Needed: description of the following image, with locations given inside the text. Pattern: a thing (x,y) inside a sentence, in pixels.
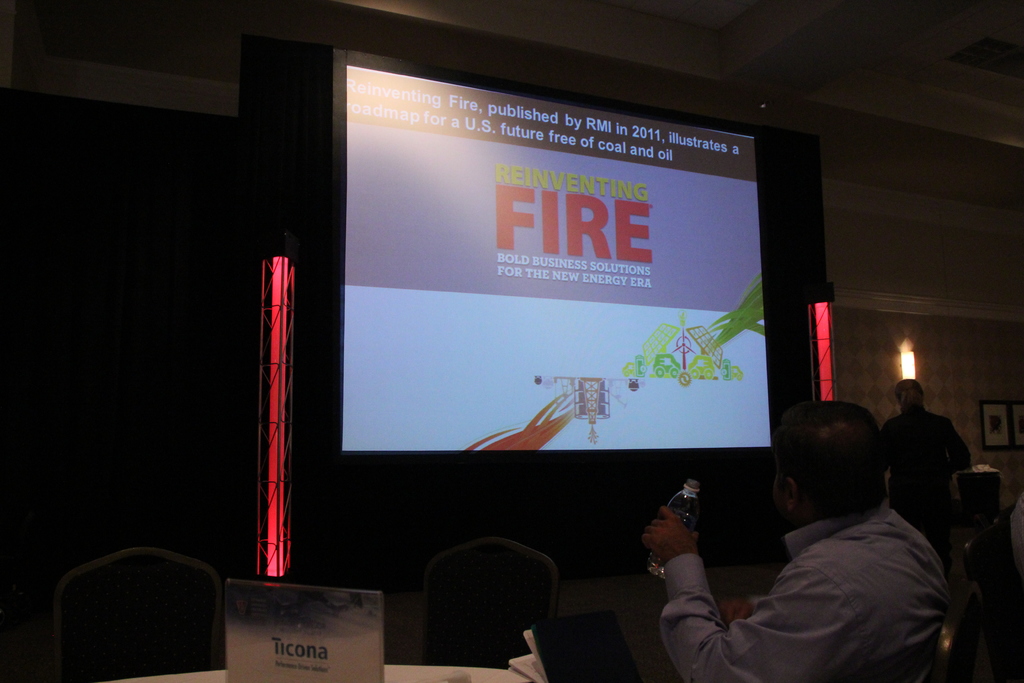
There is a person (658,552) holding a bottle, table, chairs (486,586), it seems like a note (342,604) on a table (417,677) in the foreground area of the image (712,599), there is a projector screen (709,348), it seems like curtains (791,290), frames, light (910,367) and a person (909,383) in the background (435,431).
